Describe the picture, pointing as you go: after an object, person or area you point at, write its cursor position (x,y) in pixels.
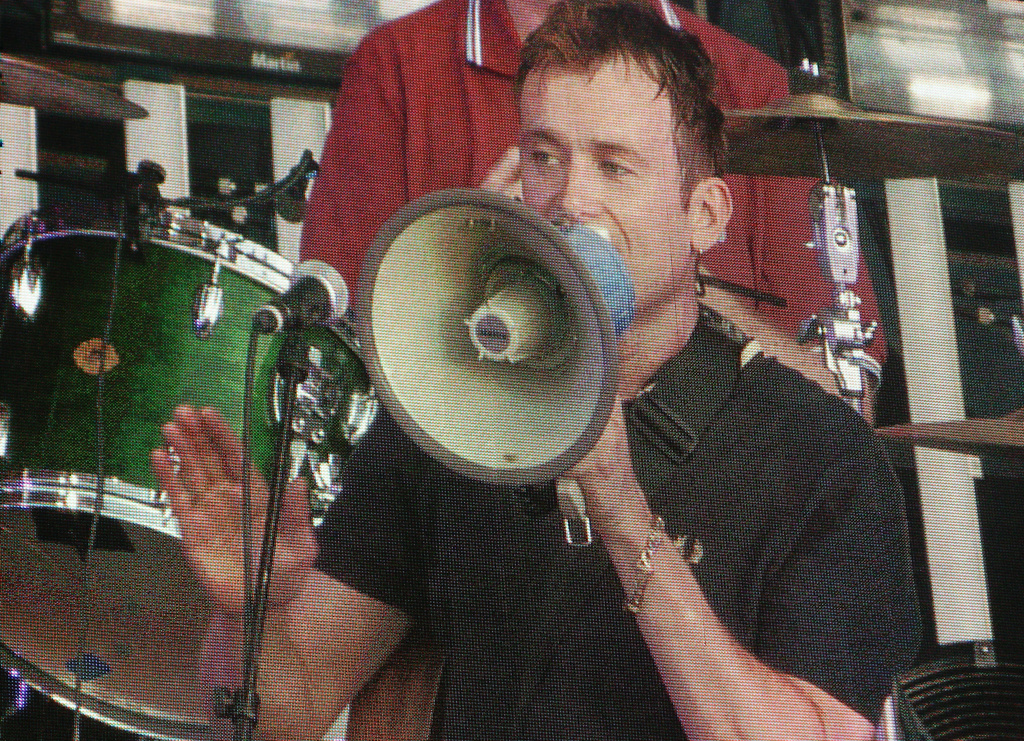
In this image I can see the person (459,684) holding the megaphone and the person (706,580) is wearing black color shirt (729,395). In the background (389,69) I can see the other person (452,49) and I can see few musical instruments (151,322).
